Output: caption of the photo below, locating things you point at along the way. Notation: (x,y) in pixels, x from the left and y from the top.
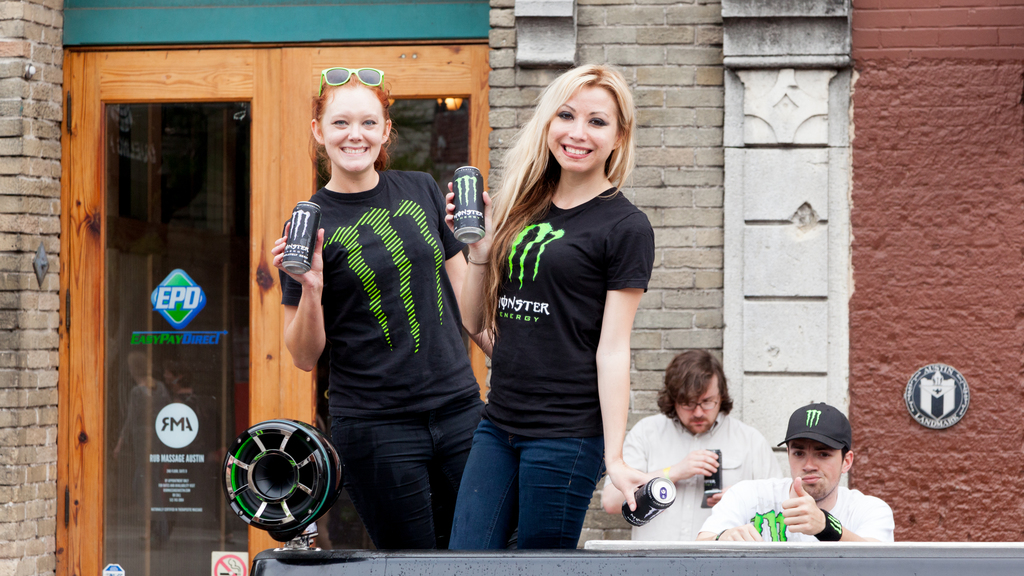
In this image there are two girls (433,255) who are standing one beside the other by holding the tins (297,248). In the background (223,213) there is a door (253,126). On the right side (715,380) there are two men (706,446) in the background (749,495). On the left side (259,463) there is a speaker (273,490).
